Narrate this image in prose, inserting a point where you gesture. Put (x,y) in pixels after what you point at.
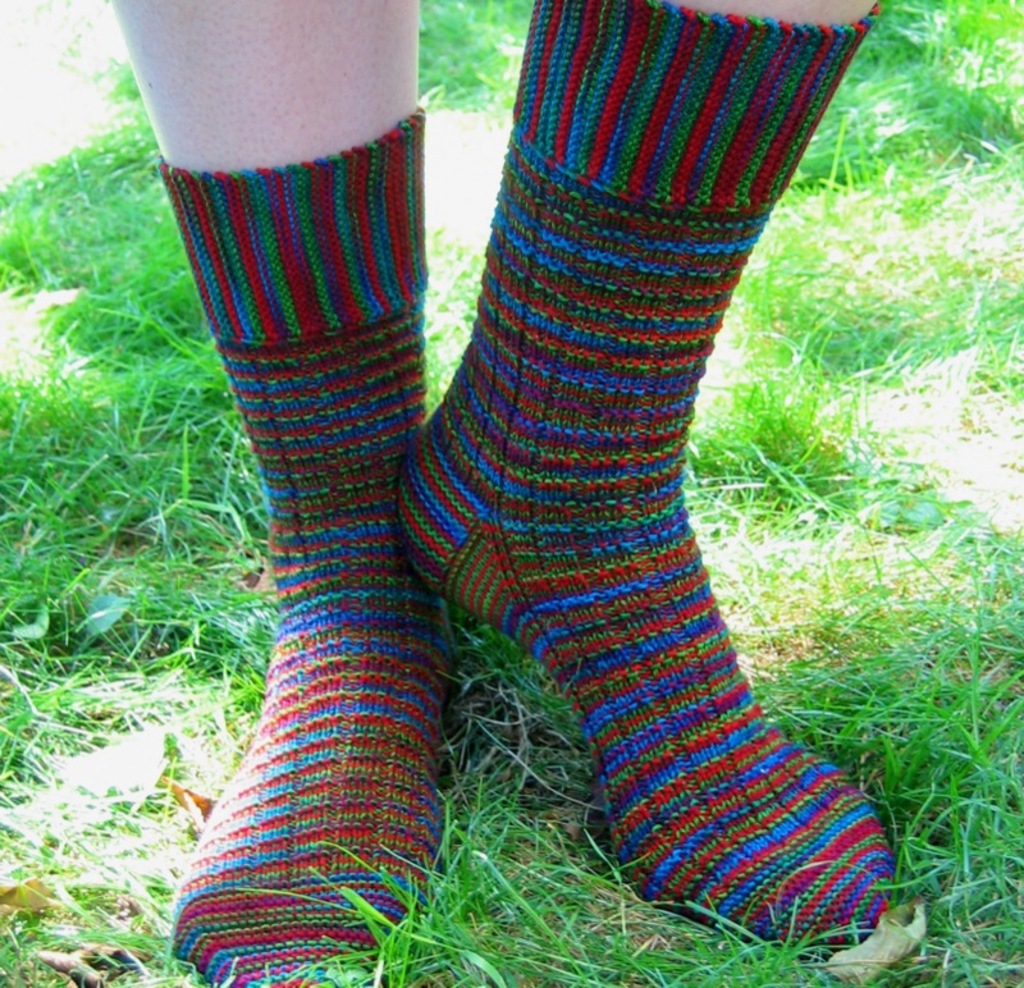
There is a person (637,271) wearing socks (360,671) on the grass (554,809) on the ground (573,831). In the background (920,55), there is grass (424,25) on the ground (892,183).
